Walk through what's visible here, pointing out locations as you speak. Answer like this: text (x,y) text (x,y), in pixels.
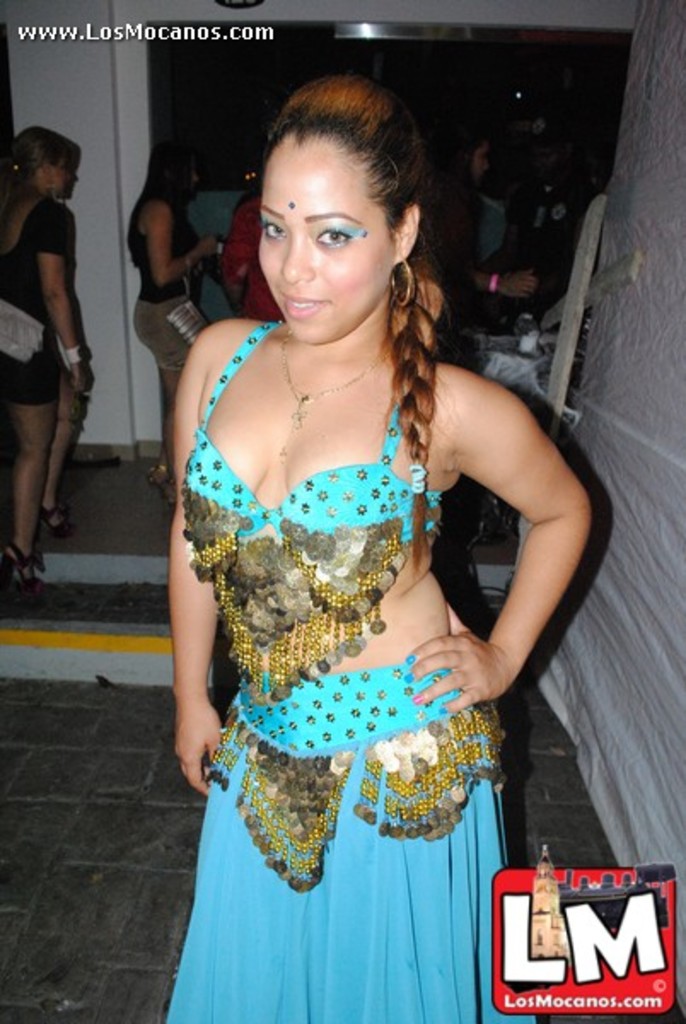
In this image, we can see persons (180,222) wearing clothes (16,259). There is a logo (529,882) in the bottom right of the image (587,915). There are wooden sticks (578,324) on the right side of the image (593,240).
